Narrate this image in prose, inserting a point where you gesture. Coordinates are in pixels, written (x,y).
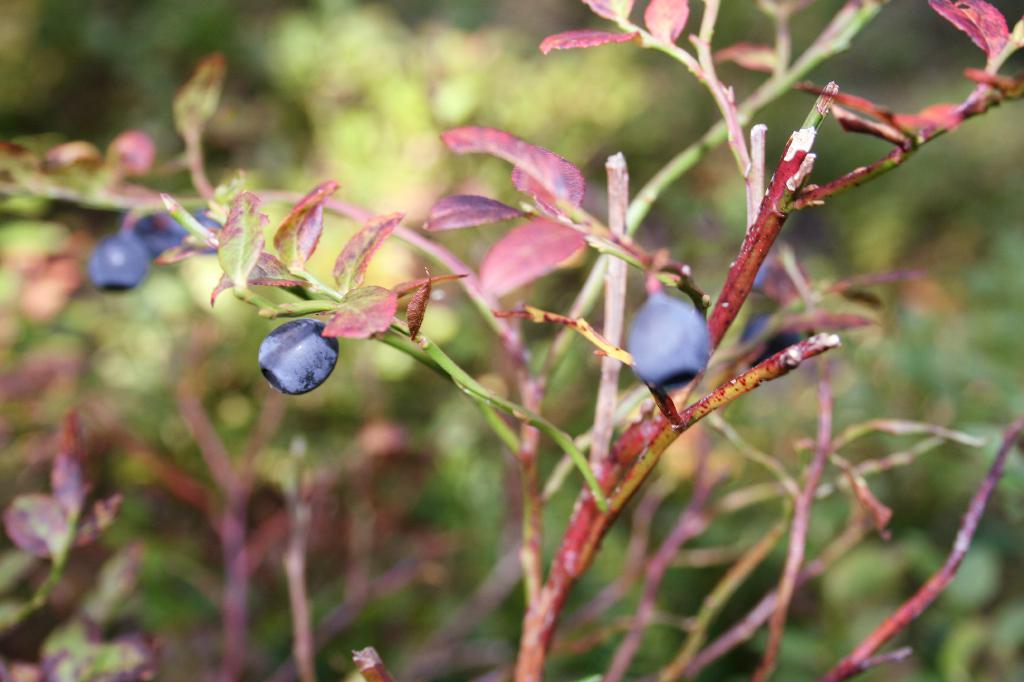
In this image there is a plant (625,247) having few leaves (379,313) and fruits (333,341) to it. Background (932,496) there are few plants (863,281).
